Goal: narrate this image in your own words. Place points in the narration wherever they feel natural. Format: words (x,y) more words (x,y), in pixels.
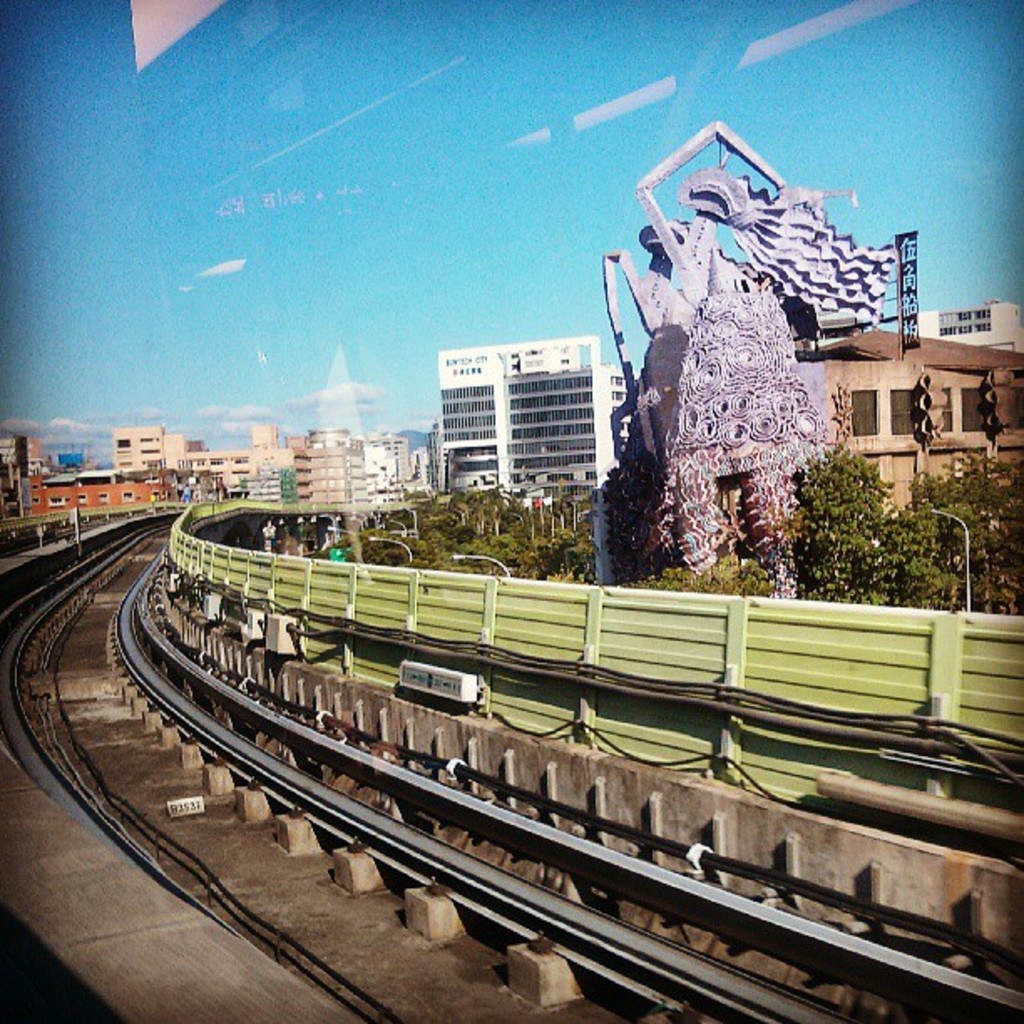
In the picture I can see a statue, fence (745,608), railway tracks (489,869), trees (682,571), street lights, buildings (591,474) and some other objects (774,881). In the background (349,229) I can see the sky (360,229).
